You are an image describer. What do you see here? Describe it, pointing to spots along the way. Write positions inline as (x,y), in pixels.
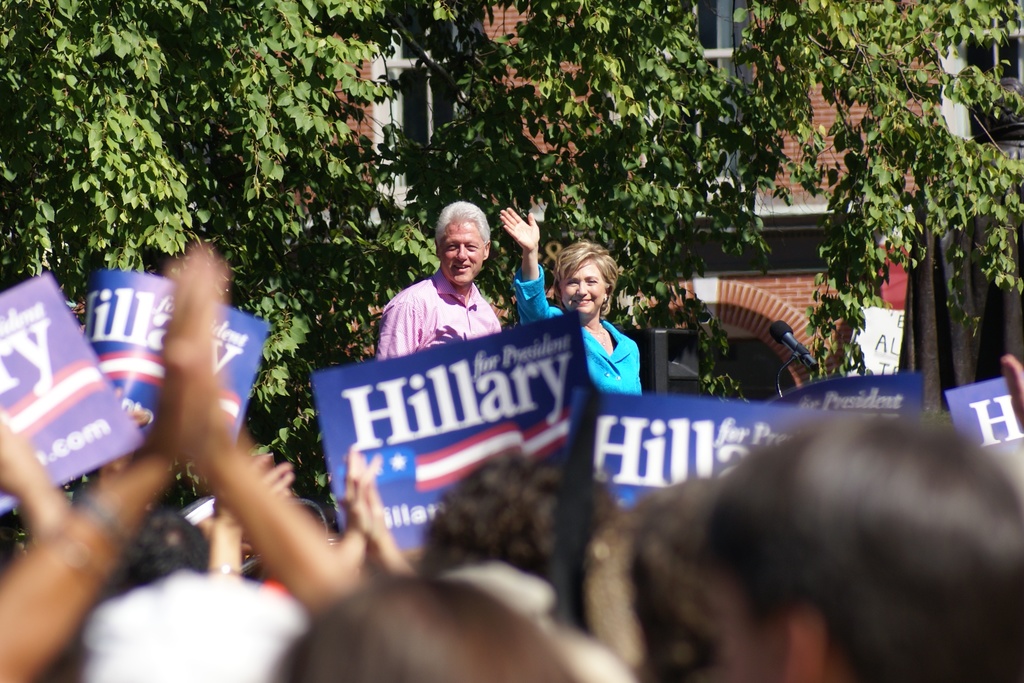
At the bottom of the picture (437,615), we see the people (610,573). Most of them are holding the poster (75,395) or the banners (345,428) in blue color with some text (653,437) written on it. In the middle (618,277), we see a man (437,306) and the women (578,300) are standing. They are smiling. Beside them, we see a microphone (805,356). There are trees (284,214) and a building (714,195) in the background (747,245). On the right side (946,231), we see a black color sheet (949,316) and behind that, we see a board (885,339) in white color with some text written on it.
